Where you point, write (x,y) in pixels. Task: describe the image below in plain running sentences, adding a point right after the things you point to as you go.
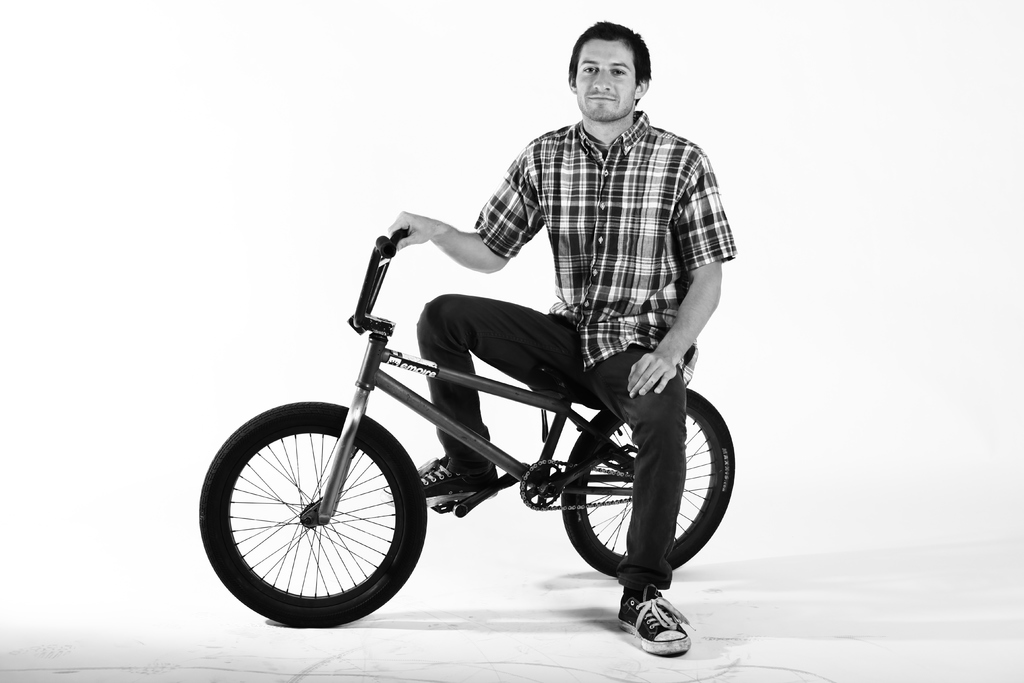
This is a black and white picture. In this picture we can see a man (608,283) sitting on a bicycle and holding a handle (379,245) of it and he is smiling.
